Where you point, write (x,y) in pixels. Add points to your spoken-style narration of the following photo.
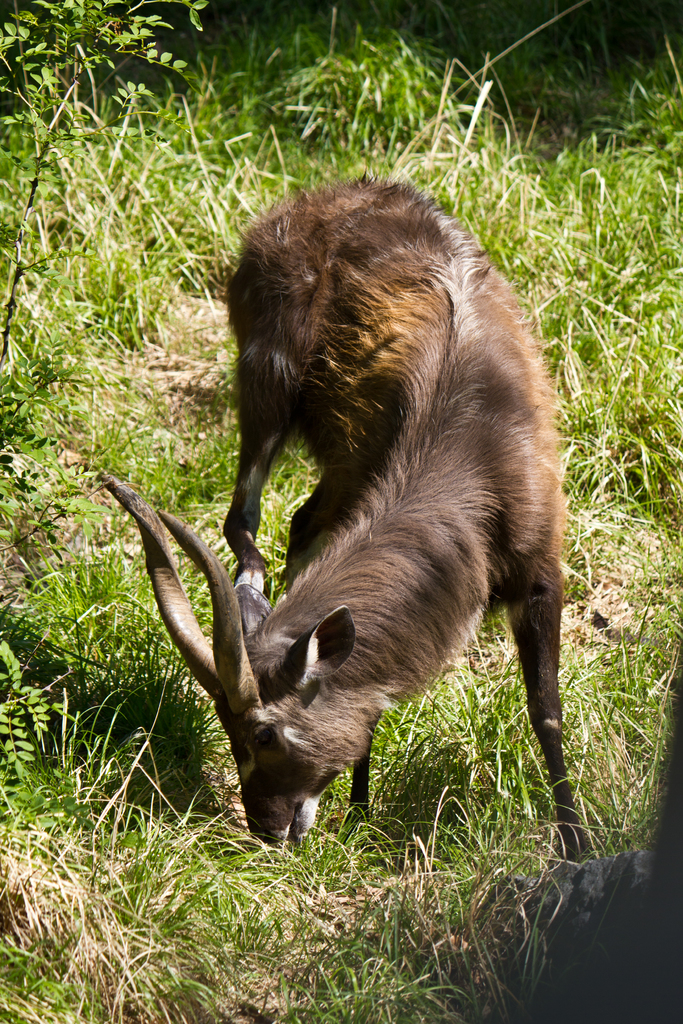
There is an animal (403,437) with horn (214,552) is eating grass (208,837). On the ground (628,260) there is grass (150,247).
